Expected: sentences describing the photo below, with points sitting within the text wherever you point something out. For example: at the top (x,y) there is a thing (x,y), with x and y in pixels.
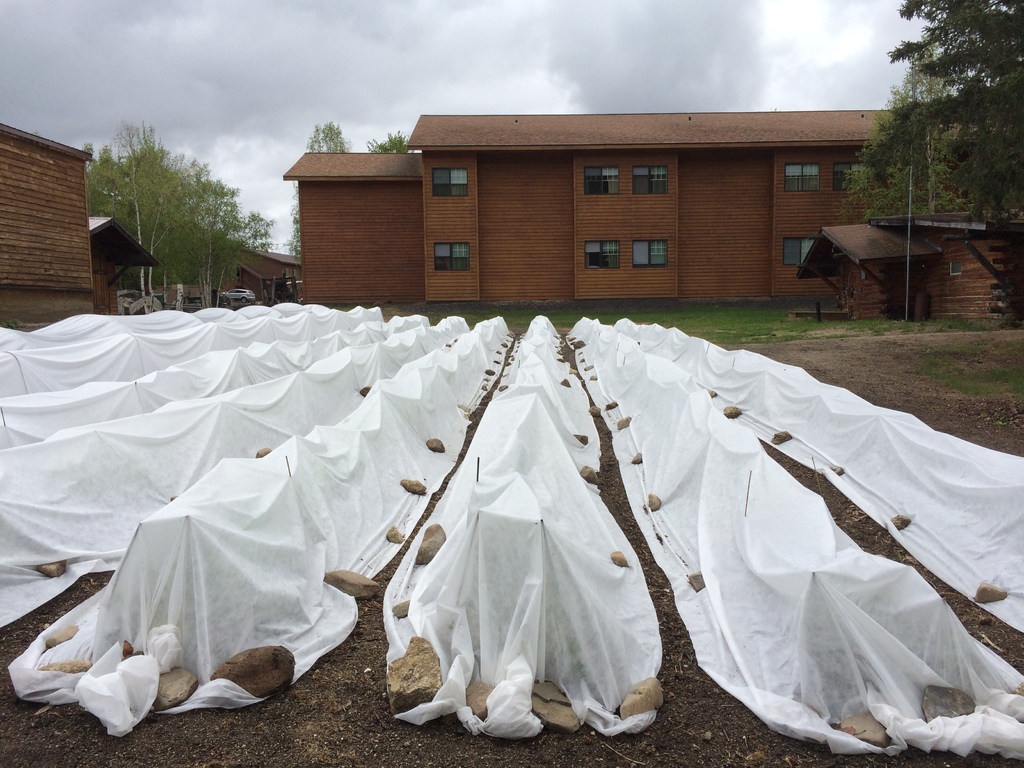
In the picture we can see a ground surface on it, we can see some white color clothes (804,564) which are placed on the sticks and some stones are placed near it and in the background (691,322), we can see a grass surface (730,338) and behind it, we can see a building (643,147) which is brown in color and some windows (634,261) to it with glasses (660,250) and beside the building (821,187) we can see some trees (864,178) and some houses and vehicles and in the background (594,104) we can see a sky (478,95) with clouds (330,45).
